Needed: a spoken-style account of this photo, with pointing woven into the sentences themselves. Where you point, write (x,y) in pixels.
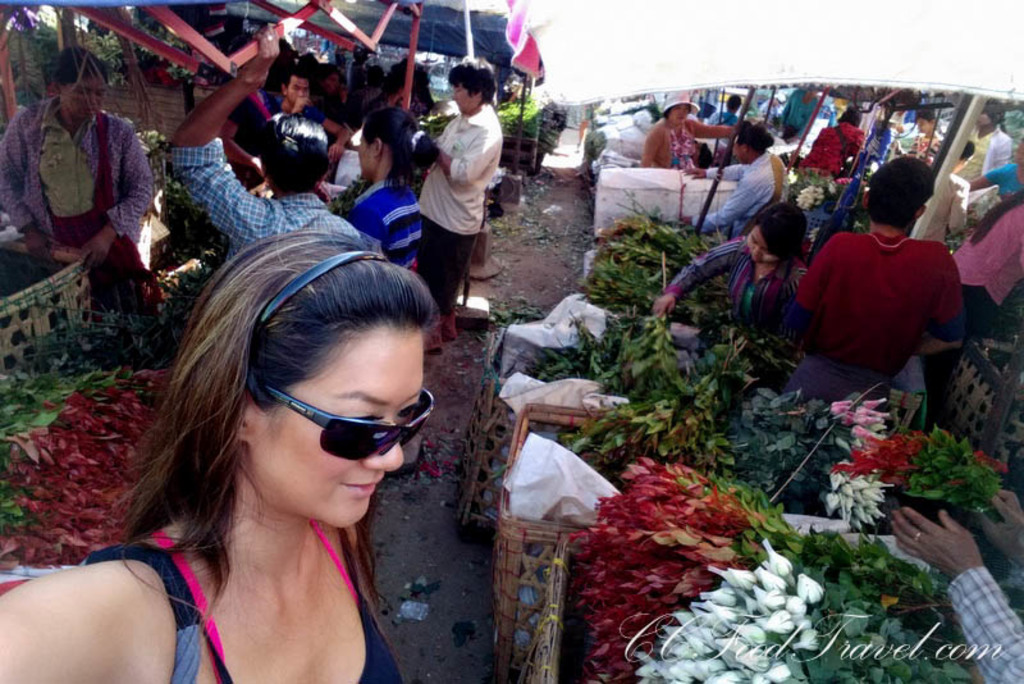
In this picture I can observe market (596,200). There are some leafy vegetables (747,566) in this picture. I can observe some people (444,184) standing on the land (508,236). On the left side (340,380) I can observe a woman (336,396) wearing spectacles (361,428).
